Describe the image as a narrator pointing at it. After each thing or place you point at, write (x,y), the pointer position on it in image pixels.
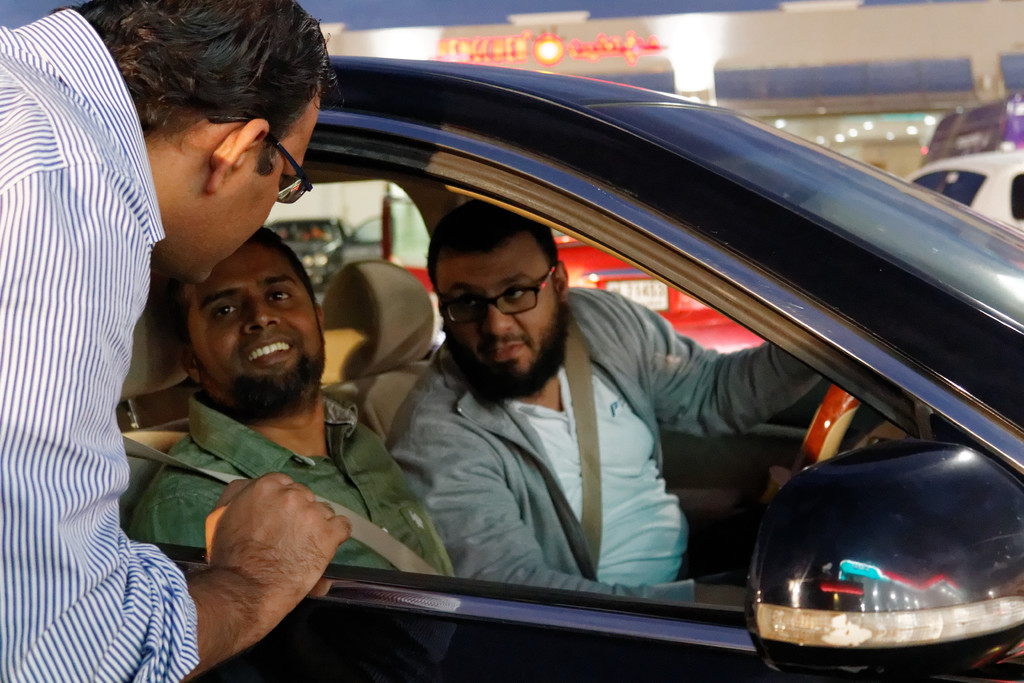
In this image I see 2 men (474,218) who are sitting in the car (439,98) and there is a man (294,143) over here.
